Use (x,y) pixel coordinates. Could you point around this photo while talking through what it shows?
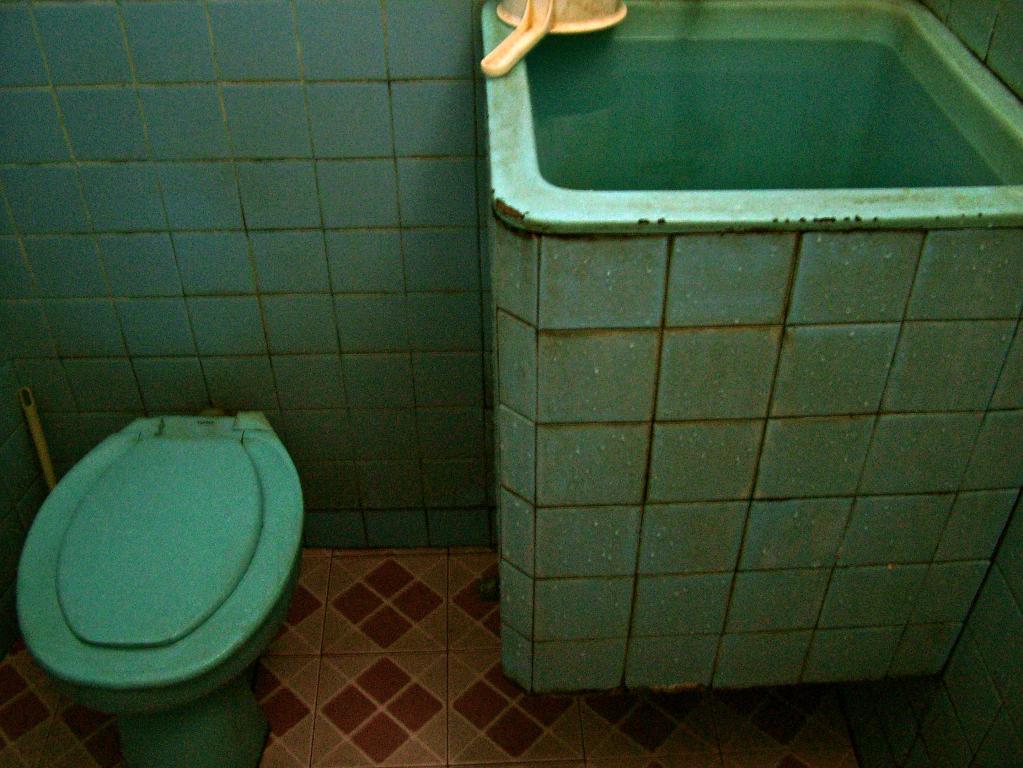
In this image we can see commode (28,634) on the left side (53,616) and jug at the top (500,70).
